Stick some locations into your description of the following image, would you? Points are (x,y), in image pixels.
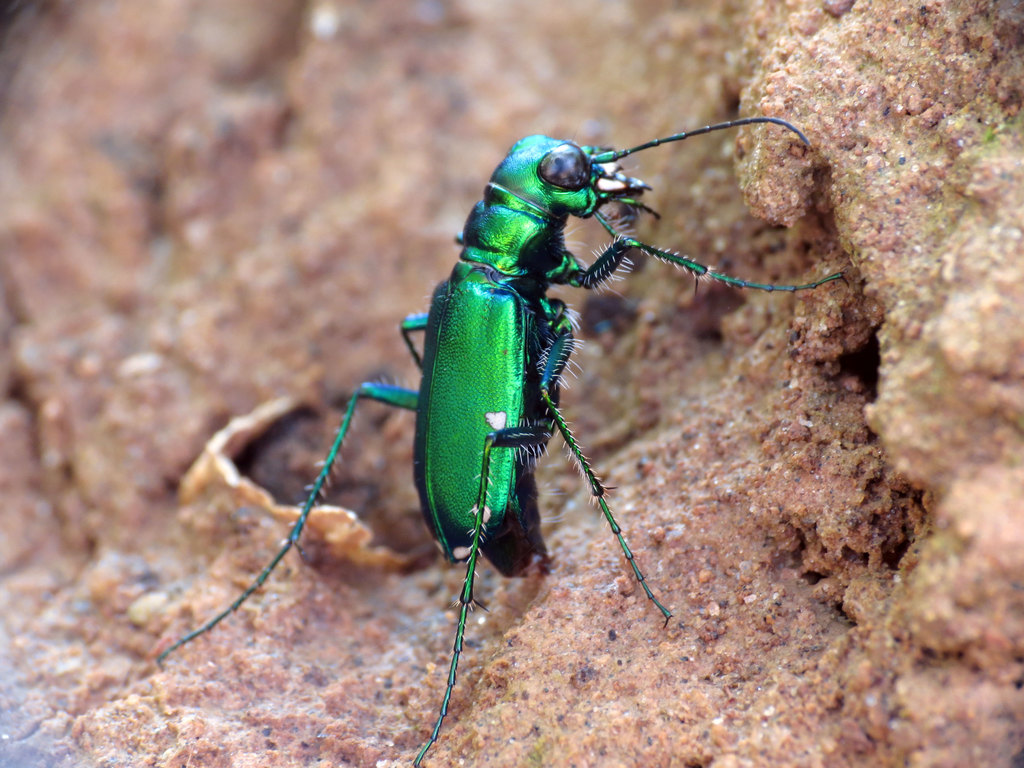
In this picture there is an insect (573,272) on the ground (668,558) and the insect (470,326) is in green color.
